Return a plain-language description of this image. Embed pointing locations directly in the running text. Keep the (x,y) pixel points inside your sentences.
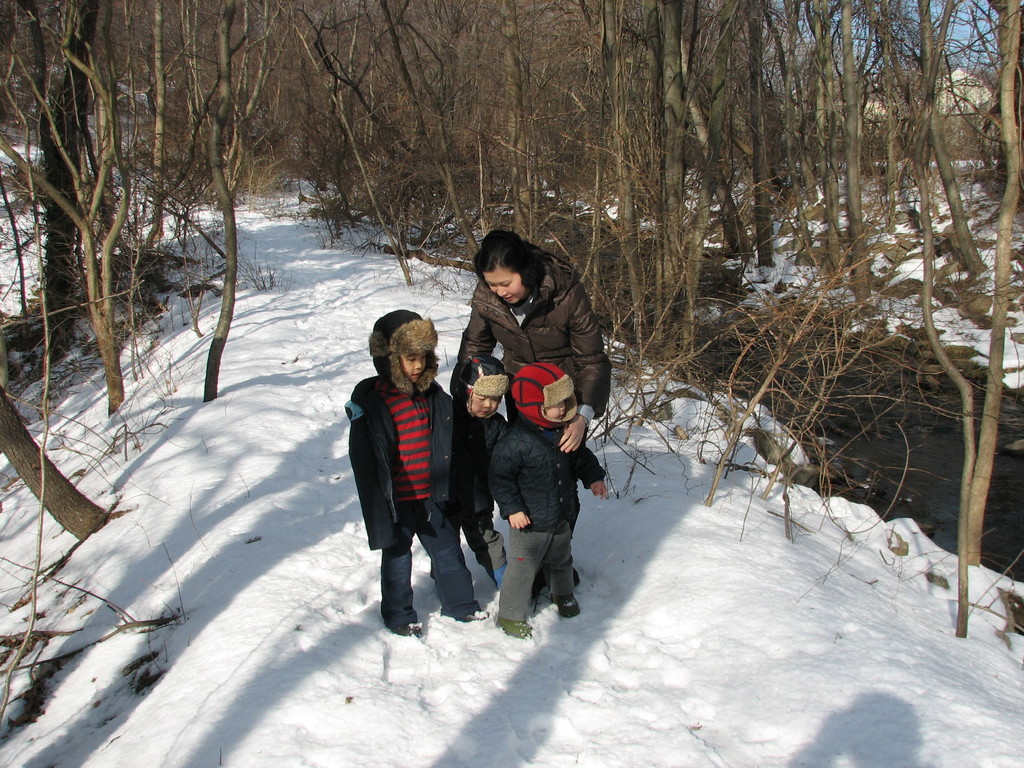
In this image on the ground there are three kids (418,440) and a woman (566,308). They all are wearing winter clothes (553,379). On the ground (332,469) there is snow (324,420). In the background (351,208) there are trees (1008,64) and building (945,95).
